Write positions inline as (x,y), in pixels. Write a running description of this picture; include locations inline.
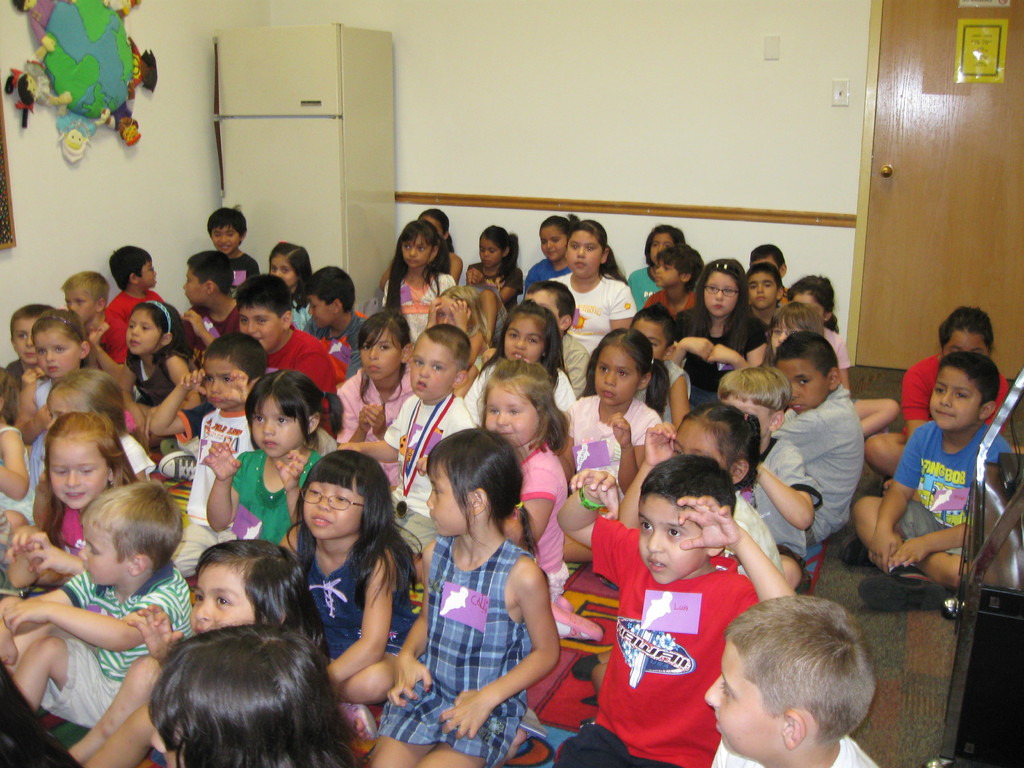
In this image we can see, there are many children (61,696) sitting, and looking at someone and at the right (923,178), we can see the door (1002,125), and on the left side (334,173) we can see the fridge (363,293) and something is on the wall (45,142).
